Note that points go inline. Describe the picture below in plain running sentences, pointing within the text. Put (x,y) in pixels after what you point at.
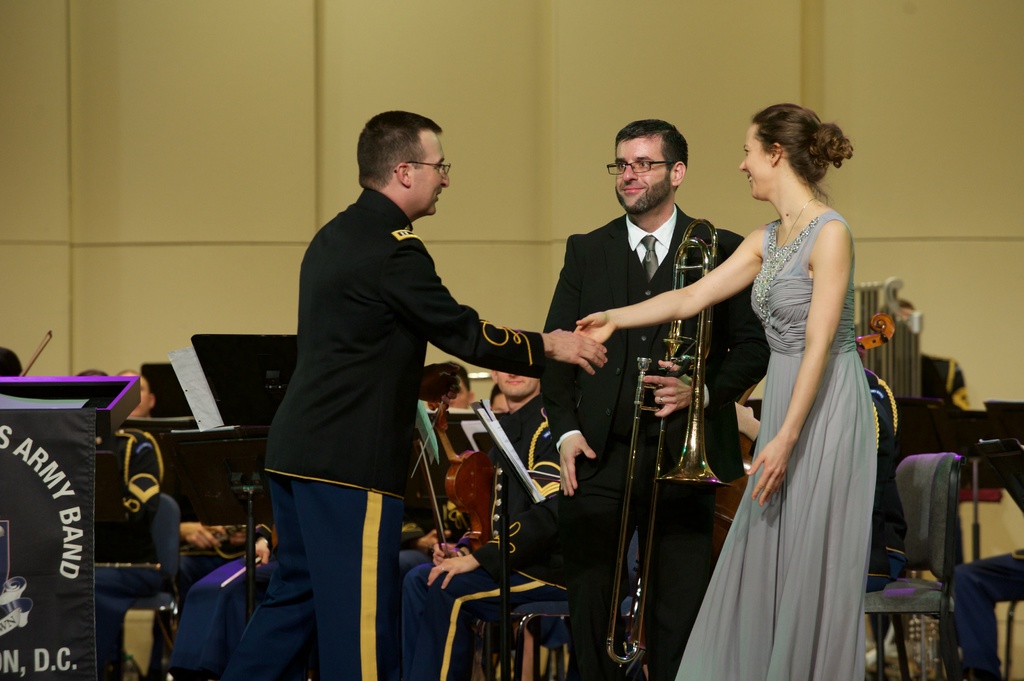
In this image we can see a woman (824,205) wearing the frock (801,269) and smiling and also standing. We can also see a man (618,239) holding the musical instruments (629,453). There is a man (381,335) standing. In the background (538,406), we can see the people (537,422) with the musical instruments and sitting on the chairs (494,628). We can also see the banner (80,487) with the text (1,449). In the background (98,99), we can see the wall (602,132). Image also consists of some stands (254,410) with the papers (536,488).
